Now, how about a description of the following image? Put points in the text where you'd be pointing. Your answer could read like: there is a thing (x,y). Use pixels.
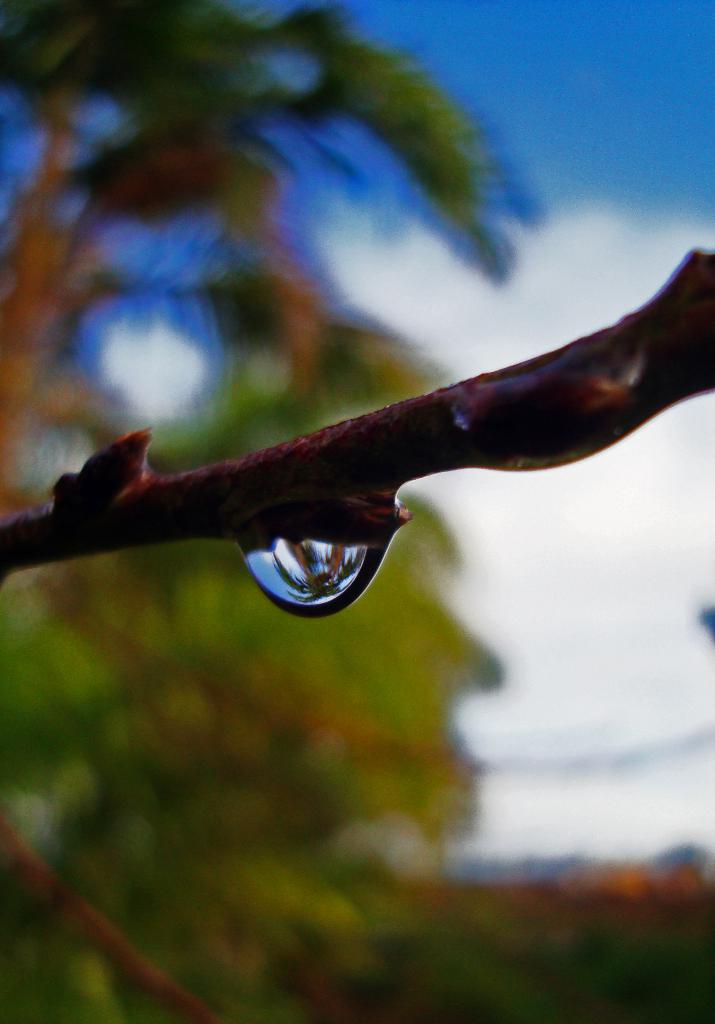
In this image, we can see a stem (268,490) with water drop (348,544). Background (391,173) there is a blur view. Here we can see trees (241,889) and sky (661,792).
